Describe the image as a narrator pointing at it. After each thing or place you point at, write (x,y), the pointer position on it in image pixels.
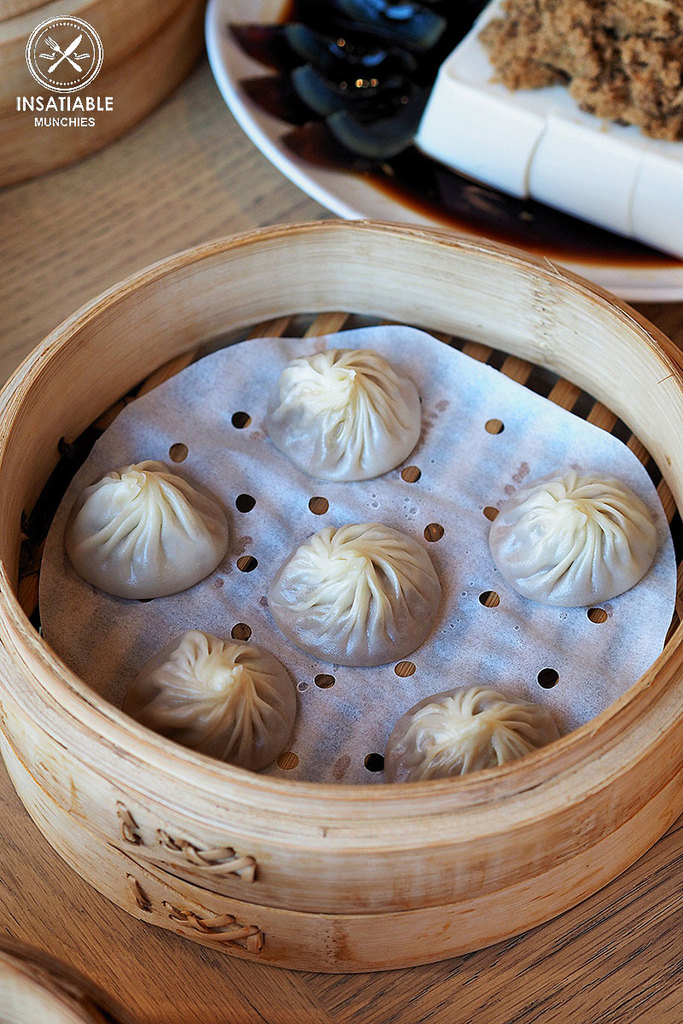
In the image I can see some momos (288,558) and also I can see a plate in which there is some food item (519,28).
